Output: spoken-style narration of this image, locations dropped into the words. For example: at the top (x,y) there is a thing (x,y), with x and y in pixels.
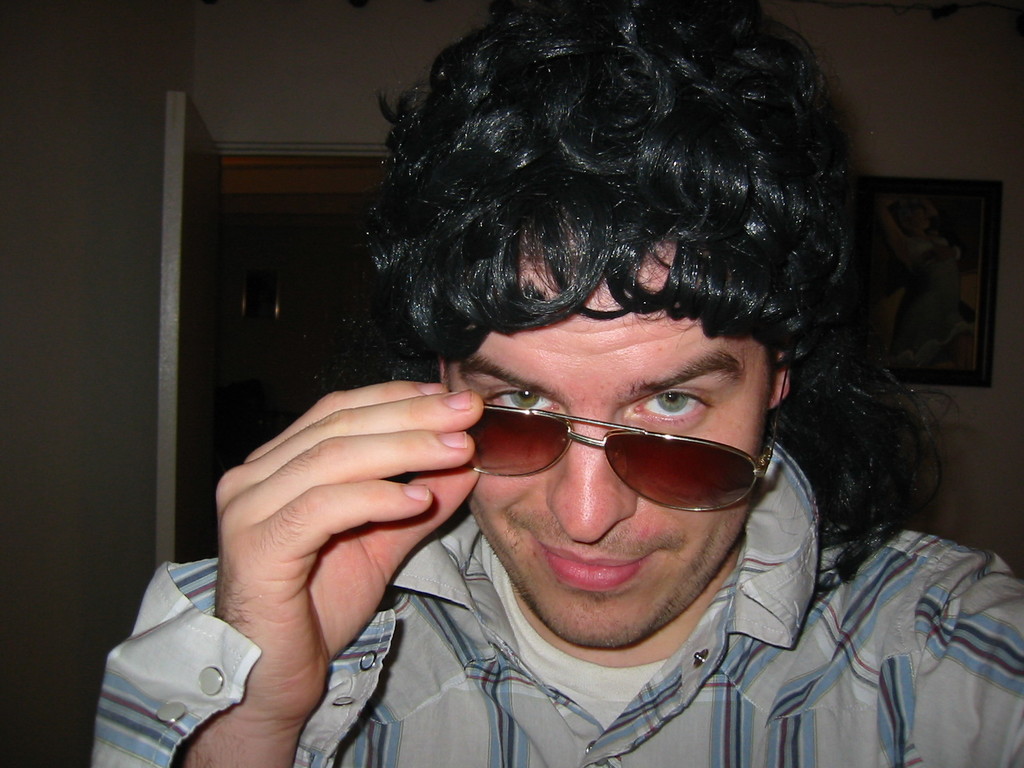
In this image we can see a person (376,638) wearing shirt (408,648), T-shirt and glasses (786,382) is smiling. The background of the image (955,68) is dark, where we can see a door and the photo frame (924,198) to the wall (962,443).
